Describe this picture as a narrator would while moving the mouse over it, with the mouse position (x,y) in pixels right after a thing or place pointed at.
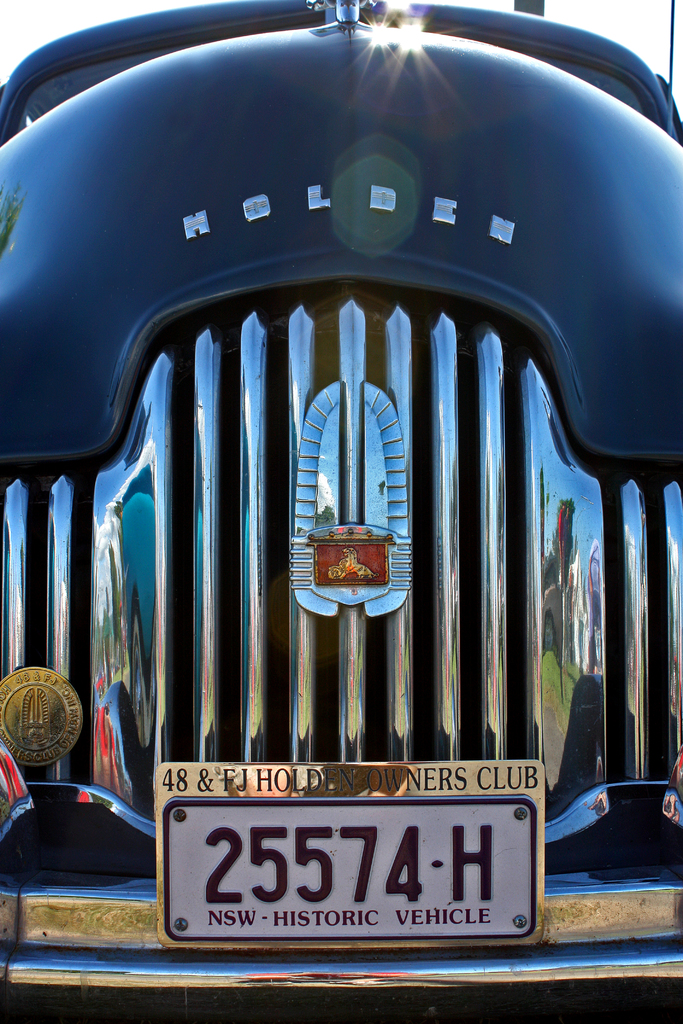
In this picture I can observe a car (334,325). This is a bonnet (213,158) of a car (270,160). I can observe a registration plate (328,897) on the bottom of the picture (328,913).
